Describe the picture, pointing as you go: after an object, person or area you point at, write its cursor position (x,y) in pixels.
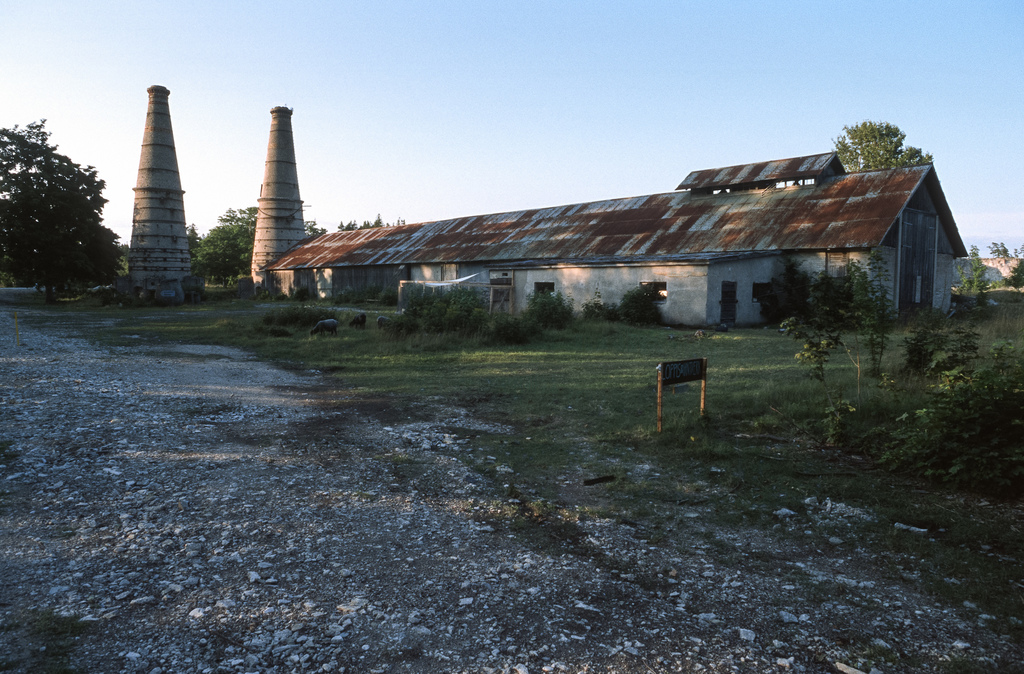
In this image there is a board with some text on it. There are plants (1002,416), trees (225,274), metal sheds (883,201), animals (380,323) and towers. At the bottom of the image (604,459) there is grass (364,378) on the surface (342,375). At the top of the image (489,89) there is sky (448,101).
